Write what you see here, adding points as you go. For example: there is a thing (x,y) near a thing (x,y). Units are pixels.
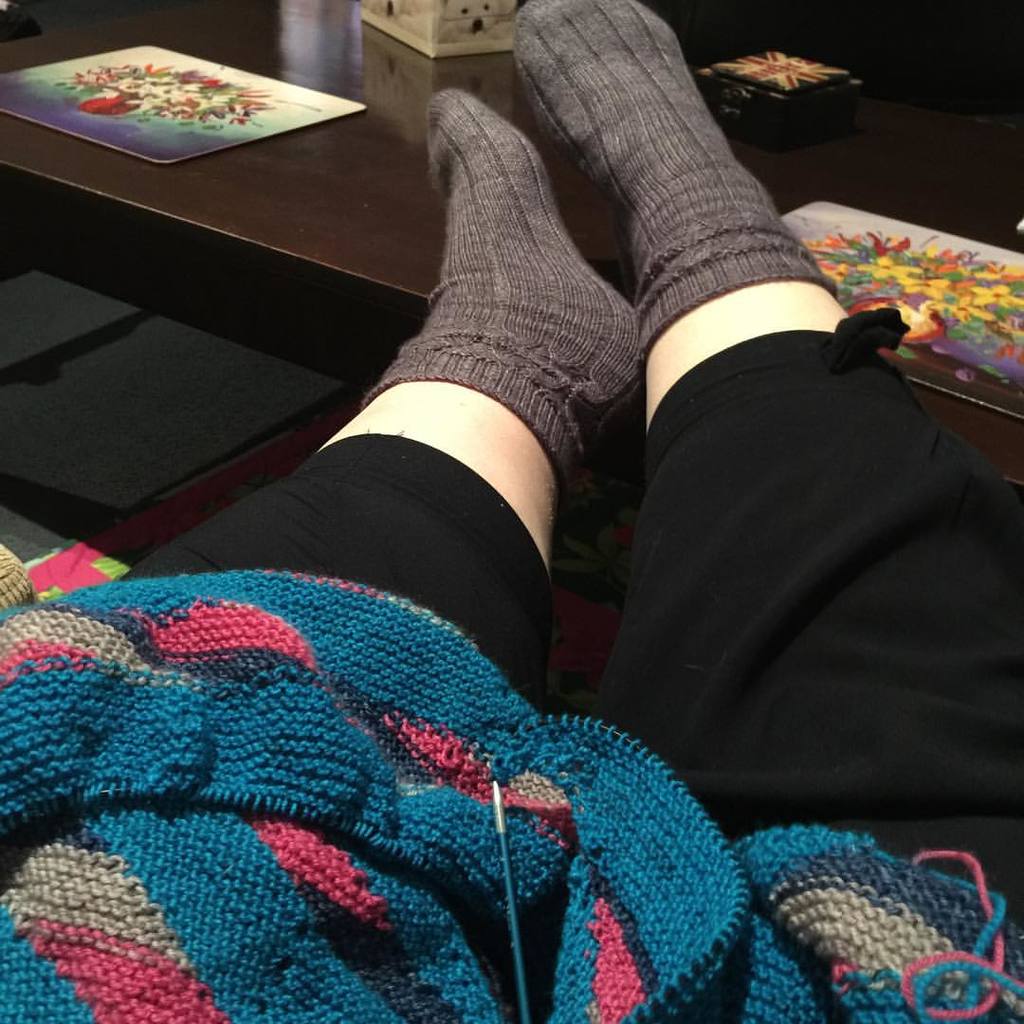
In this picture I can see the person's leg (773,464) who is wearing socks (556,424) and trouser (702,596). At the bottom (726,884) I can see some blankets (452,986). At the top (224,138) I can see some box (473,6), flag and other objects (286,124) on the table (339,133).
